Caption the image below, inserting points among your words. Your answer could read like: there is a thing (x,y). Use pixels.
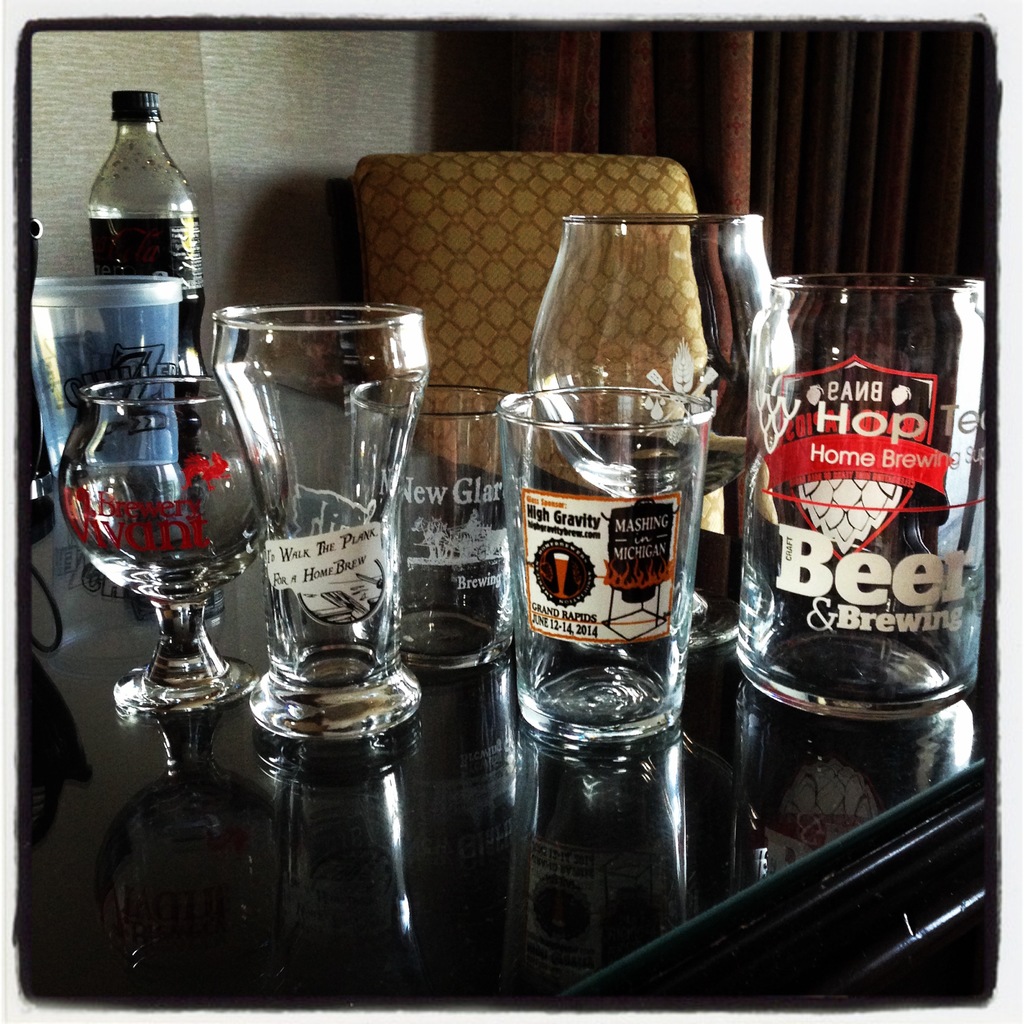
The image consists of glasses (641,527), jars (942,421) and a bottle (152,250) on a table (258,798). Behind it there is a chair (483,223) and curtain (592,117) and a white wall (348,125).
